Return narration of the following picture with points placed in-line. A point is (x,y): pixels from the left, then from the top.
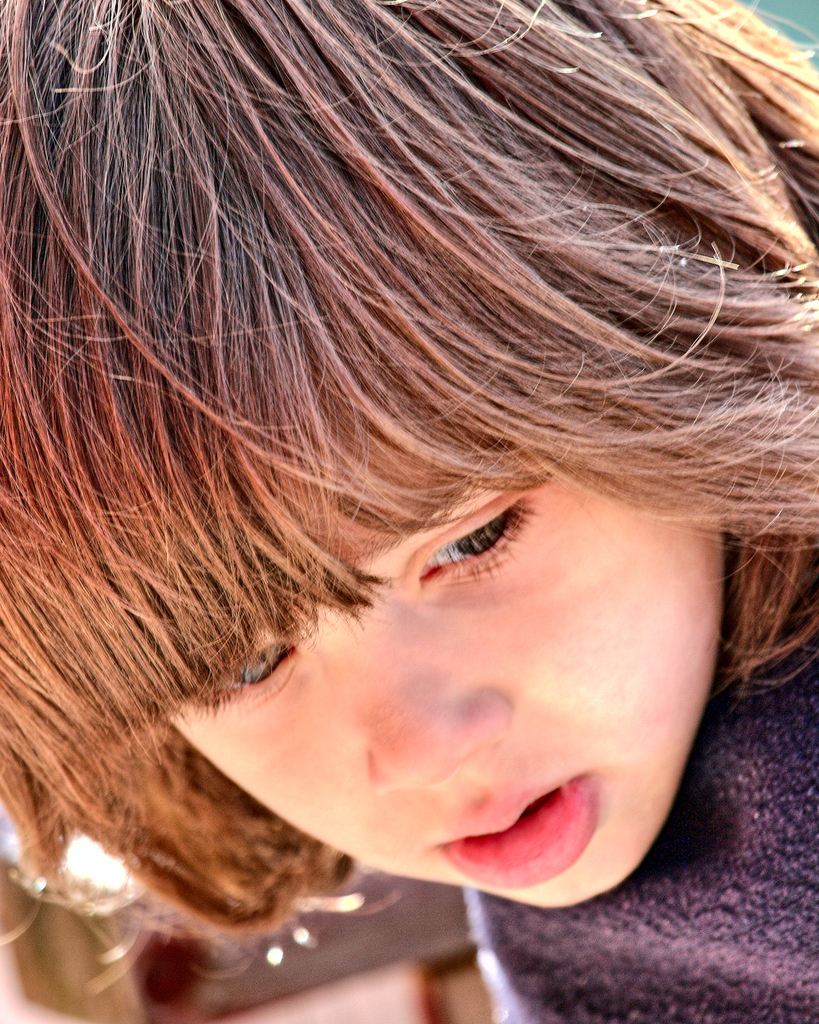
In this picture we can observe a kid (582,557) with long hair (179,476). The kid (179,476) is wearing a blue color dress (665,907).
